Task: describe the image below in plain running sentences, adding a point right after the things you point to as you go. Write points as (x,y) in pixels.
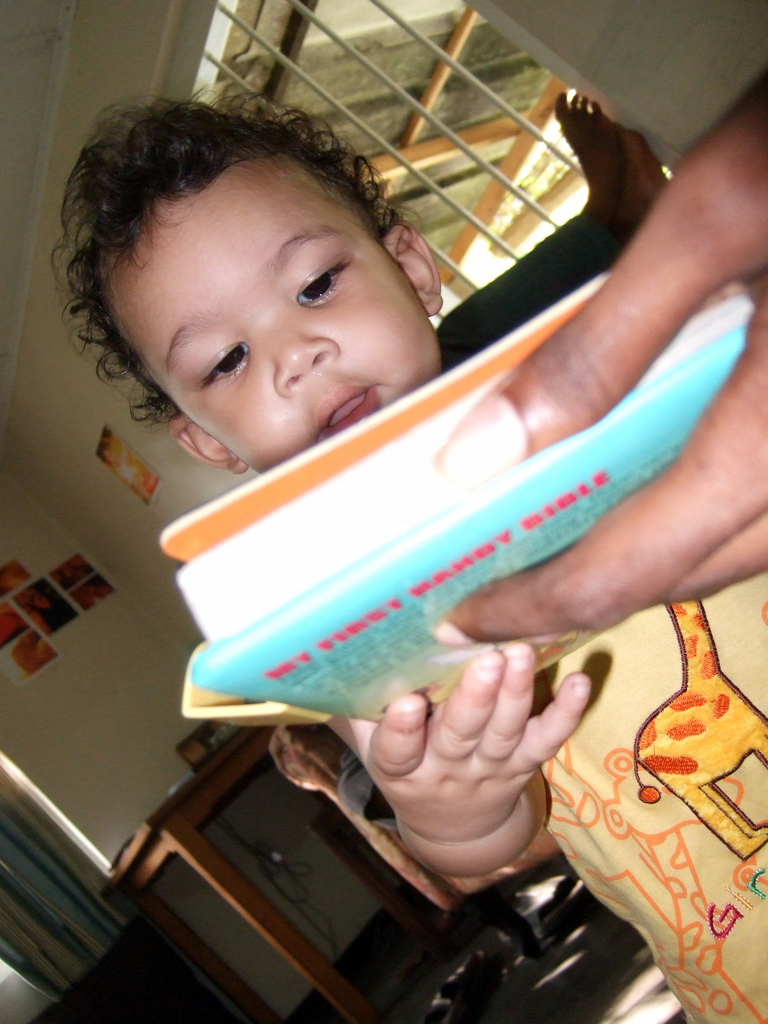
In the image I can see a child (628,670) is standing and holding a book (365,642). I can also see the book (414,517) is holding by a person (496,438). In the background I can see a window (450,233), some of the objects (27,672) attached to a wall (110,606), curtains (70,964) and some other objects (477,906) on the floor (414,987).
